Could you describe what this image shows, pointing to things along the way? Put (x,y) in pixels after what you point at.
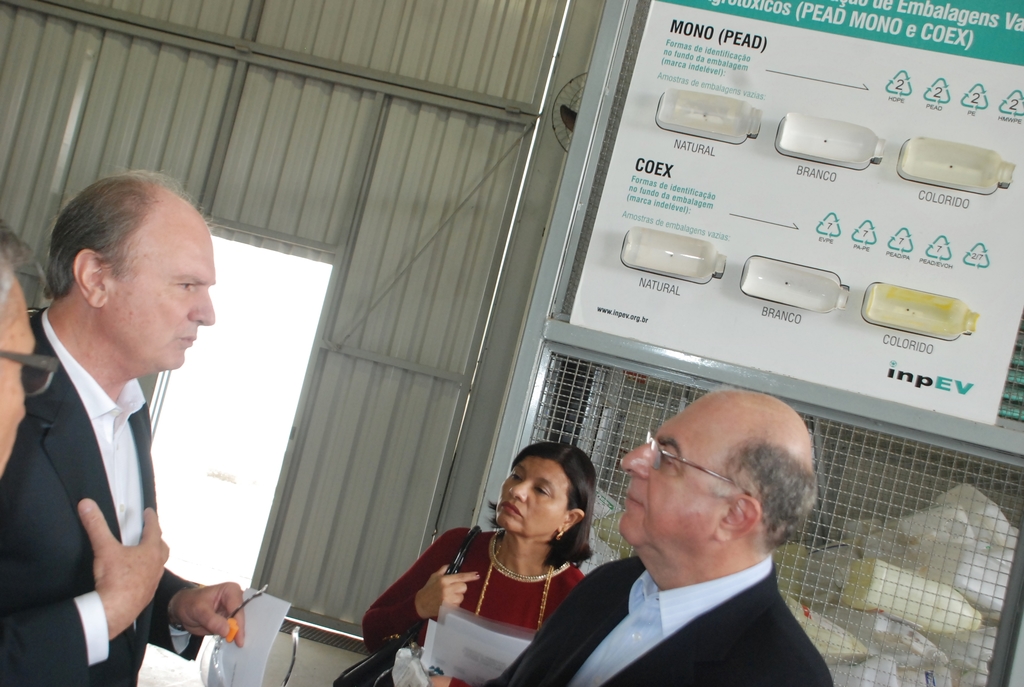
At the bottom of the image (630,561) we can see two persons (699,555) are standing, a lady (565,576) is carrying bag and holding papers (526,631). On the left side of the image (31,419) we can see two persons (113,505) are standing and one man (121,543) is holding paper (226,643), spectacles (220,656). In the background of the image (457,330) we can see boards (840,271), mesh (923,507), some objects (932,564), wall (387,29), door (328,408), fan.
